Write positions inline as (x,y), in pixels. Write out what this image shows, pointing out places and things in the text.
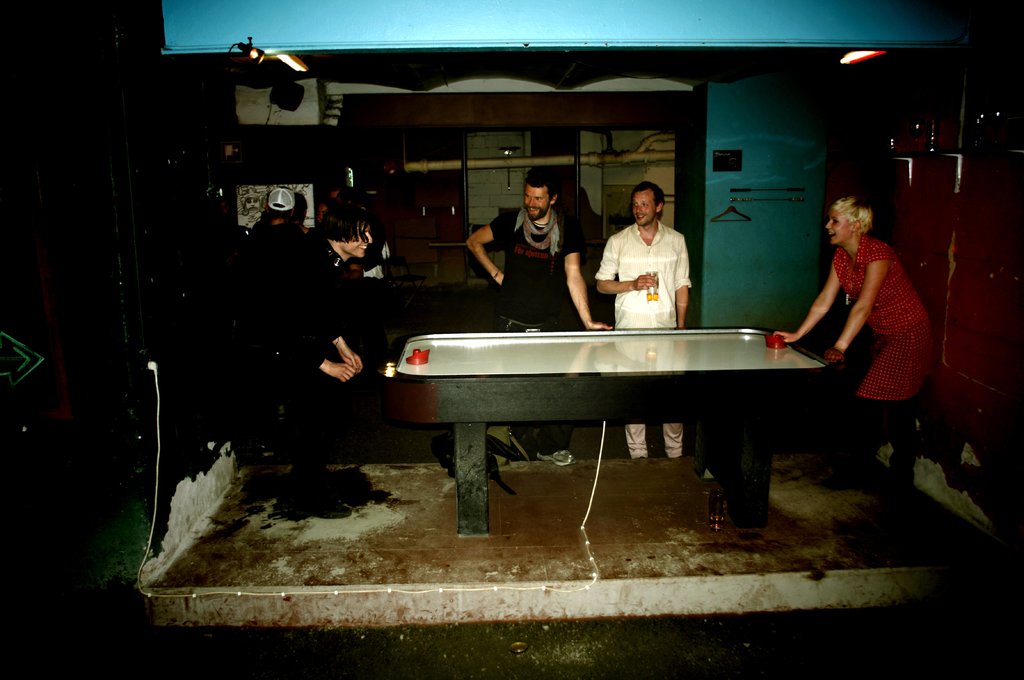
In this picture we can see some people (493,262) around the table (571,408) playing the game and there is a light (250,50) and some things (759,199) to the wall (223,85).
